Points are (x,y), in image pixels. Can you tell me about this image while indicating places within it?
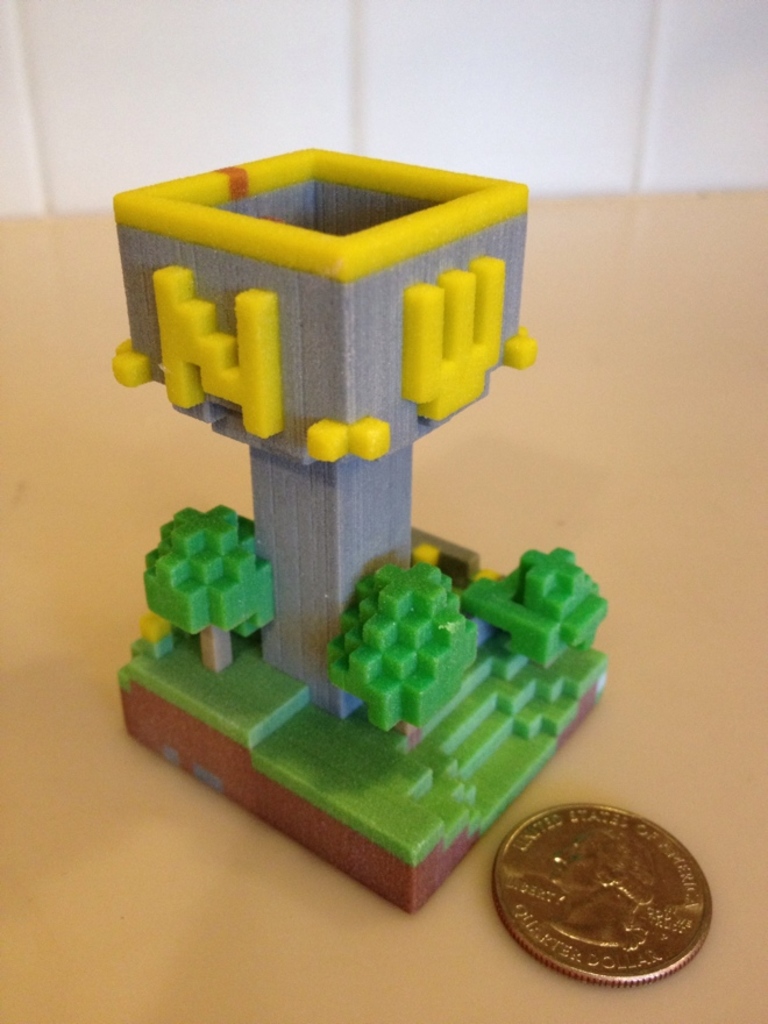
In this image there is a toy (358,573), beside that toy (500,689) there is a coin (634,901).
